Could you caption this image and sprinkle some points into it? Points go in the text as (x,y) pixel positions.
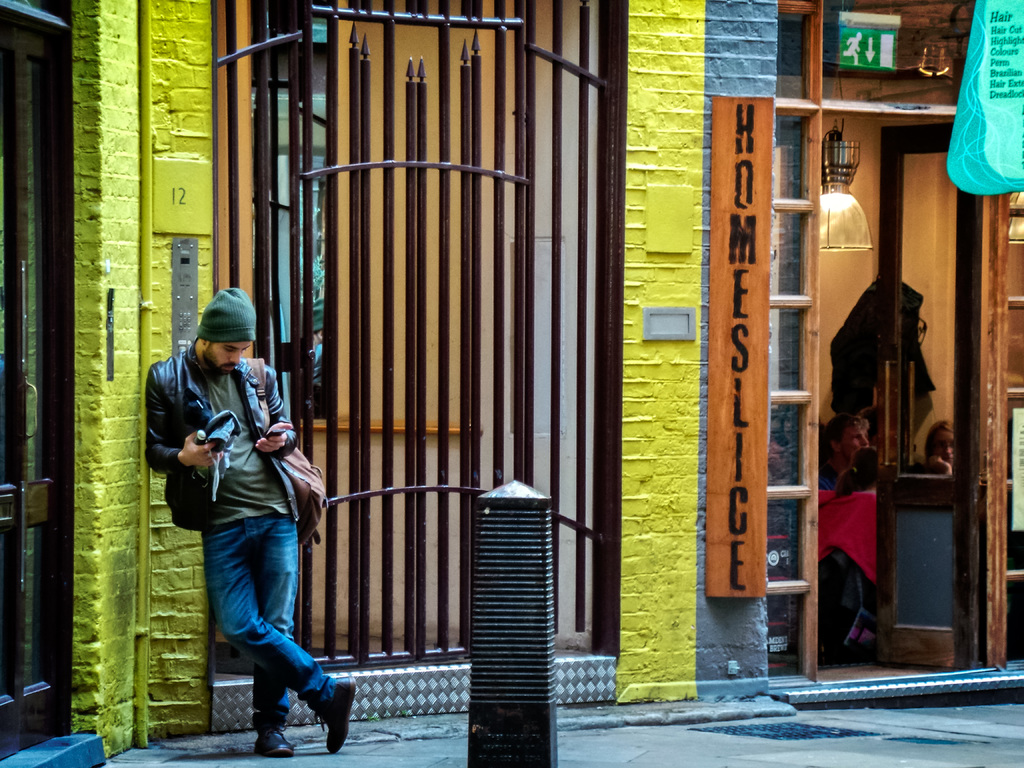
In the middle of the picture (526,505), we see a pole (523,603) in black color. Beside that, we see a man (258,441) in the black jacket (168,437) is standing. He is wearing a cap (226,324) and a bag (298,454). He is holding a mobile phone (278,434) in his hand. Behind him, we see a yellow wall (203,274). Beside that, we see a gate (350,327) in brown color. Beside that, we see a building (748,44) in brown and grey color. We see a board (761,160) in brown color with some text (746,130) written on it. Beside that, we see the glass door (928,513) from which we can see the people (867,513). Behind them, we see the wall (863,200) and a light (845,160). In the right top (967,159), we see a board (979,145) in blue color with some text (1017,85) written on it. On the left side (59,69), we see the glass door (34,536). At the bottom (589,744), we see the pavement (746,757).
